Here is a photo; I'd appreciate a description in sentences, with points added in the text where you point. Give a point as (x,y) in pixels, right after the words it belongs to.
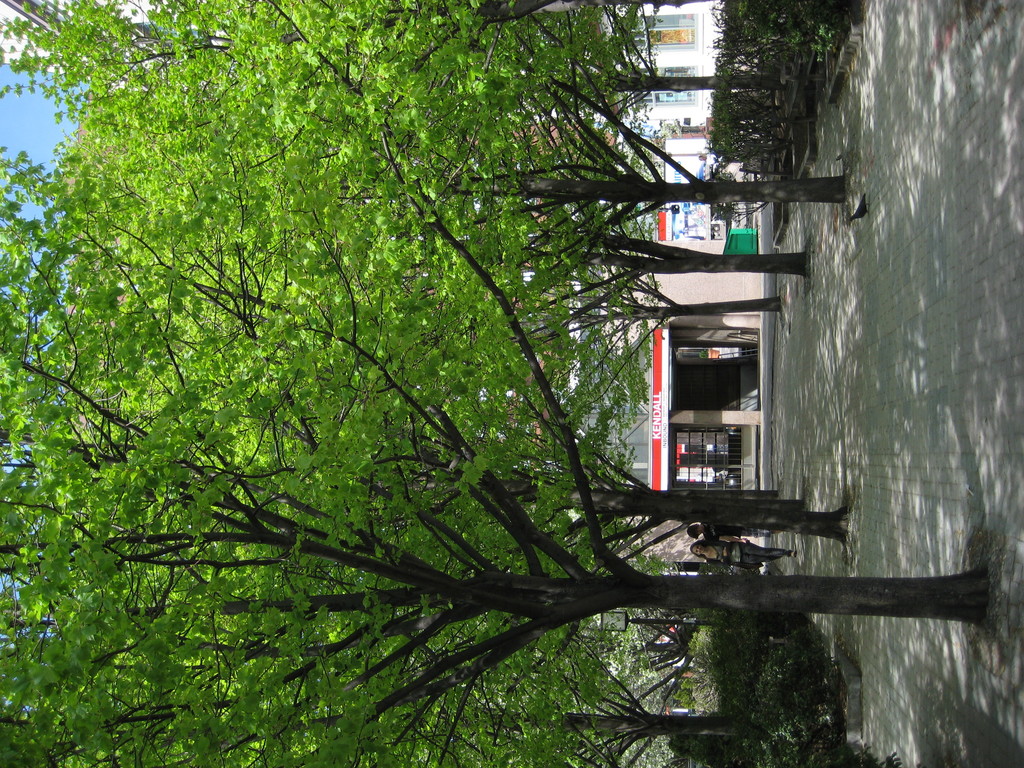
In this picture I can see some trees (557,411), building (651,427) and also we can see few people (732,555) are walking on a path (889,627).
